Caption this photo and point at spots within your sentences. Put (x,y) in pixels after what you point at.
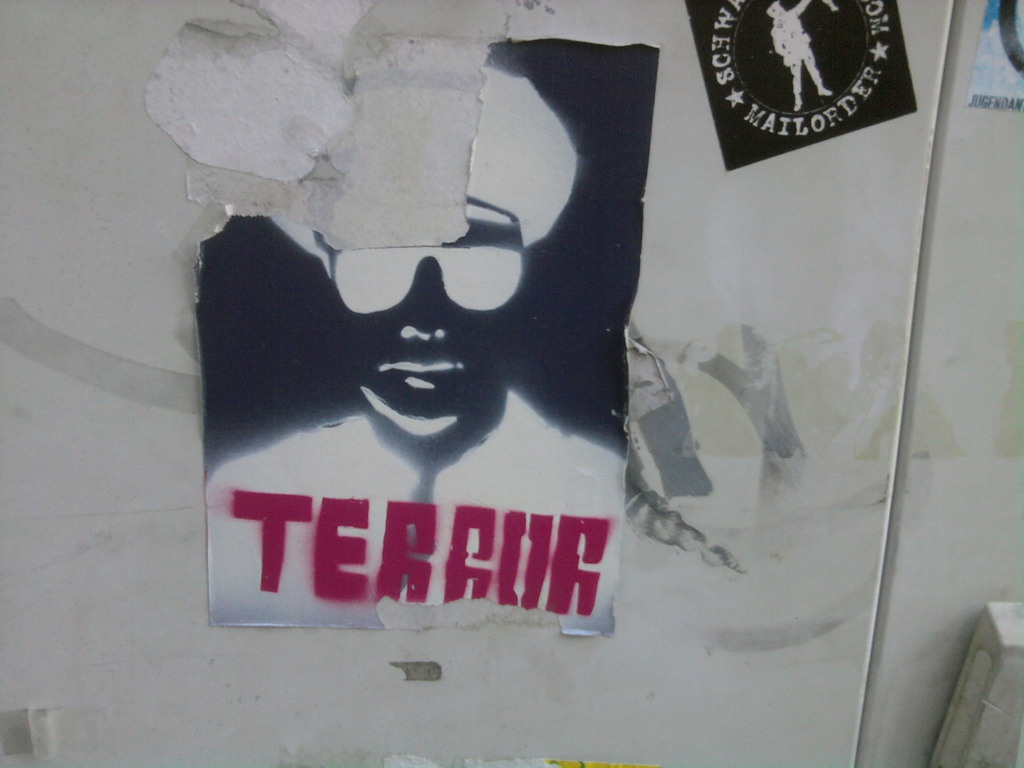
In this image I can see an image (472,326) in the shape of a man (515,391) and there is text (531,582) written terror in red color on a wall (751,466). At the top (841,117) there is another sticker (847,129) in black color.
